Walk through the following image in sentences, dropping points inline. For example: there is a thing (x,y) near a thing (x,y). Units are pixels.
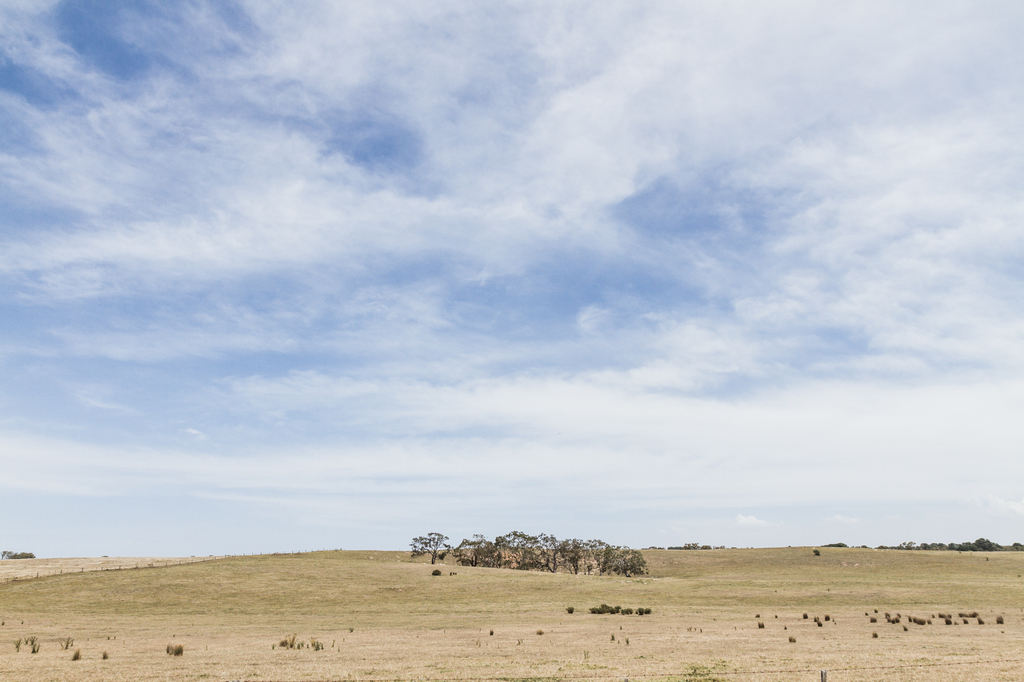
In this image there are plants (786,627), trees (557,560). At the bottom of the image (712,623) there is grass (247,599) on the surface (312,586). At the top of the image (743,118) there are clouds (478,341) in the sky (478,341).
